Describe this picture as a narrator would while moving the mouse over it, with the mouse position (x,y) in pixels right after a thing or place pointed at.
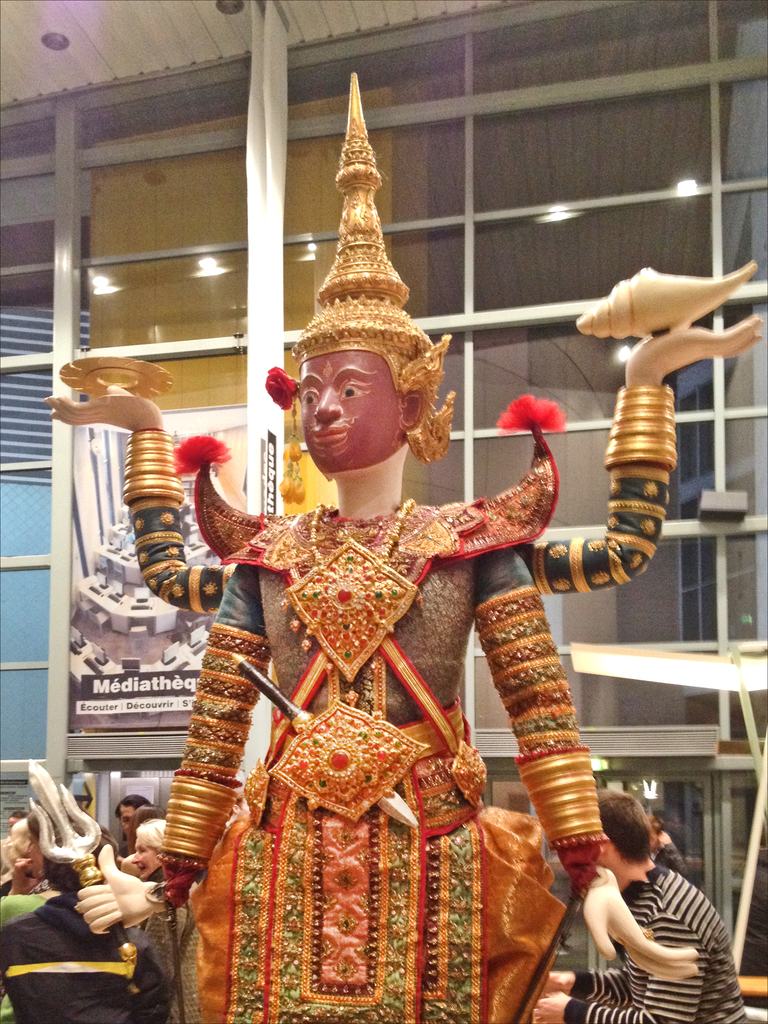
This is the picture of a room (170,289). In the foreground (295,917) there is an idol (336,1022). At the back (3,852) there are group of people (647,1014) sitting. There is a hoarding (127,614) on the wall (10,247) and there are lights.
